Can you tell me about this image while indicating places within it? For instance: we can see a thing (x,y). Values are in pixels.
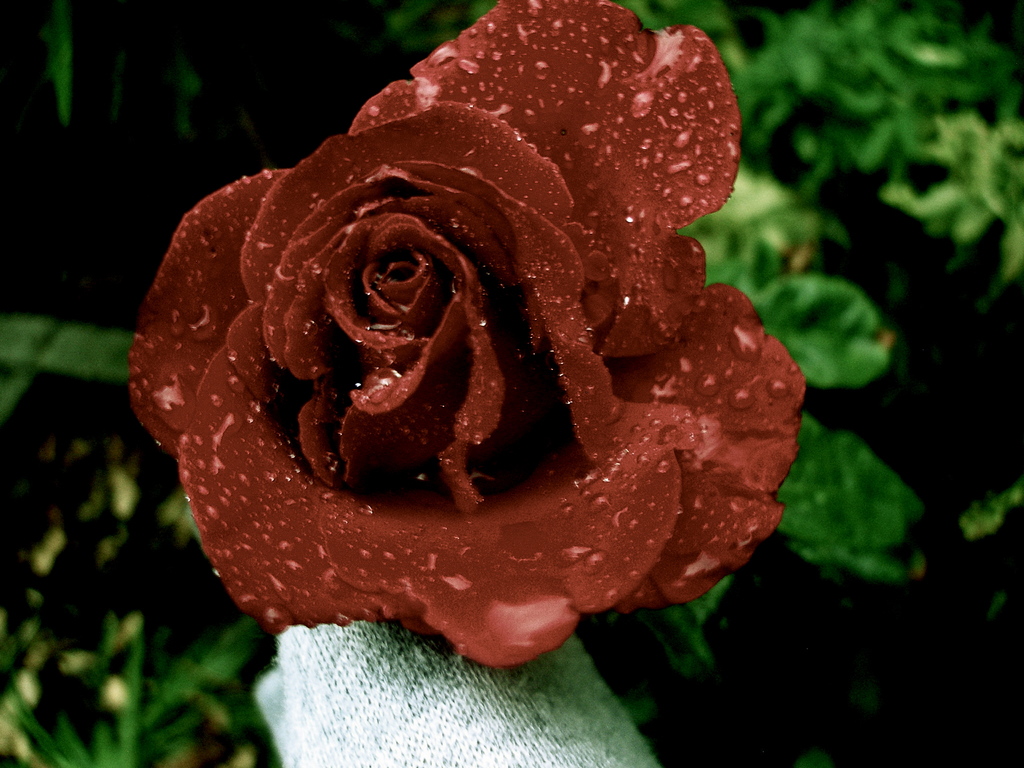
This image is taken outdoors. In the background (182,63) there are a few plants (822,180) with green leaves (917,119). In the middle of the image (397,368) there is a beautiful rose (340,409) which is dark red in color. At the bottom of the image (428,670) there is a woolen cloth (474,706).
